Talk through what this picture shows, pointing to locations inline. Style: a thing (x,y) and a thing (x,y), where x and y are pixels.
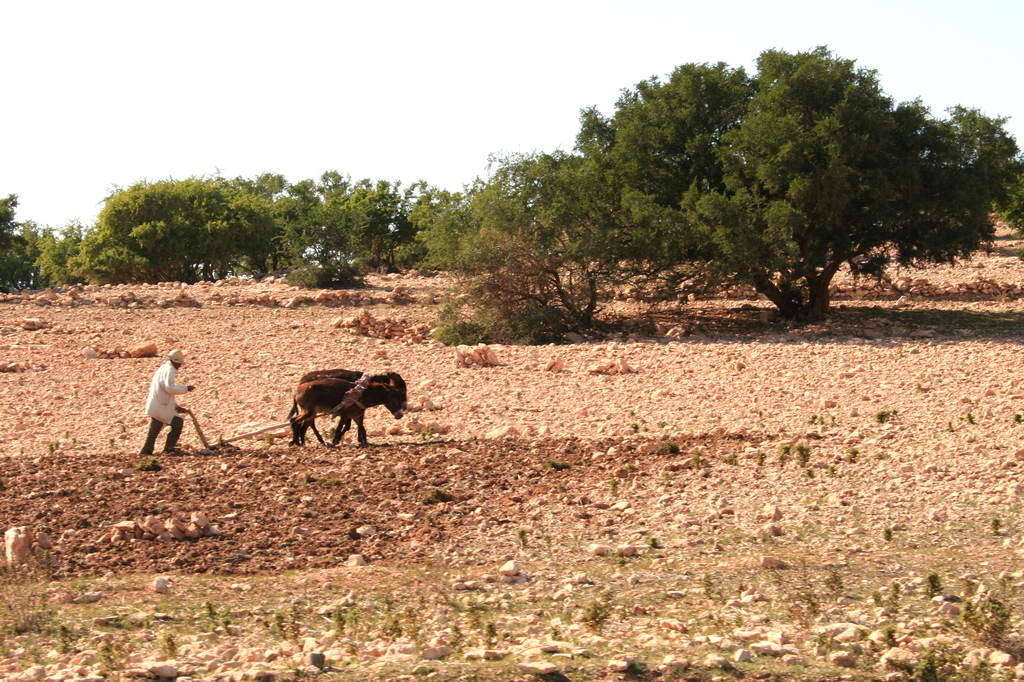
In this image we can see one man (155,427) with cap (176,351) holding one wooden object (196,427) and ploughing a field (183,428) with two animals (310,418). There are some stones (502,448) on the ground (477,417), some trees (472,190), some small plants (40,615) and grass (489,616) on the ground (670,377). At the top (634,55) there is the sky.
